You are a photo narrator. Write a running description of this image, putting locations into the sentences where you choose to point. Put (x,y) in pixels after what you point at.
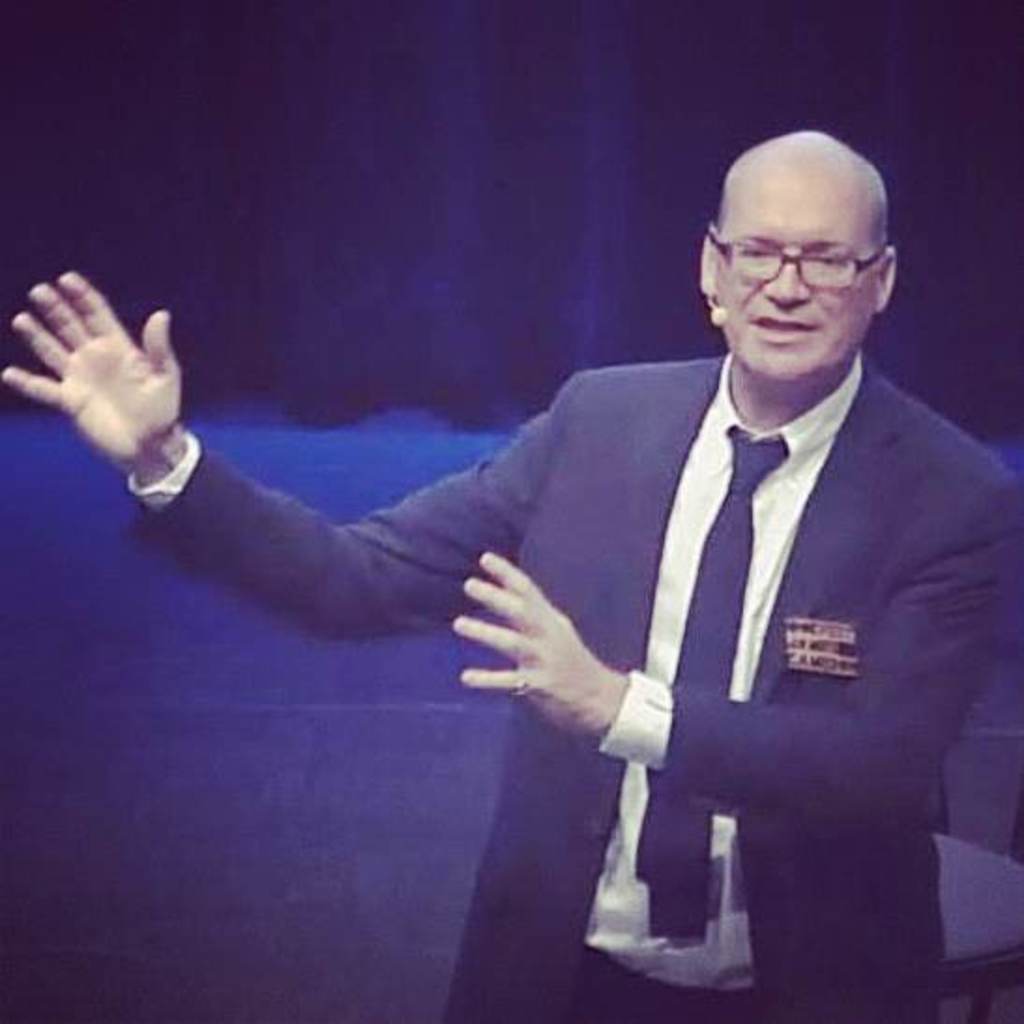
In the picture there is a man (577,518) he is wearing a blazer (359,568) and he is explaining something, the man (706,372) is also wearing spectacles (782,261) and the background of the man (675,406) is in blue color.
